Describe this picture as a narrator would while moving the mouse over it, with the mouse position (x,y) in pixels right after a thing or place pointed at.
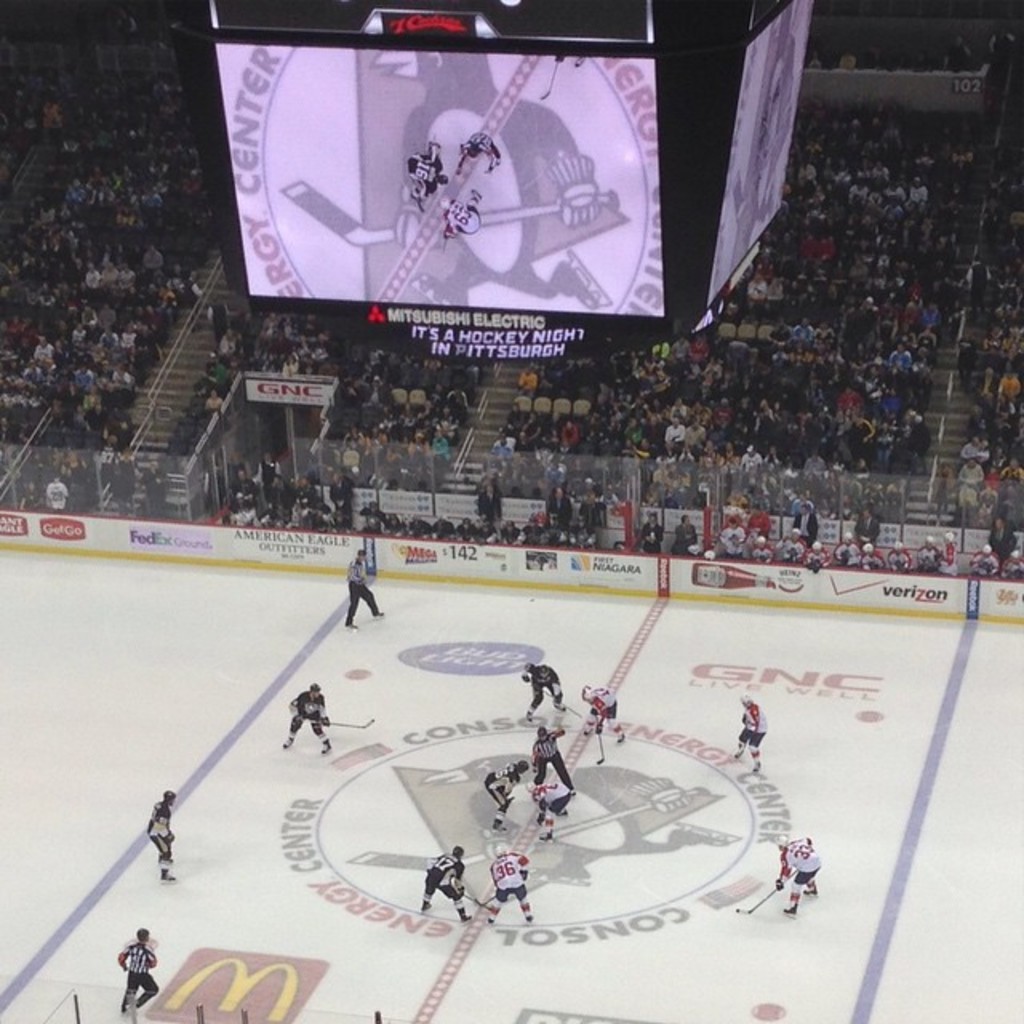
In the image I can see people (502,774) are playing a game on the floor (563,884). These people (520,886) are holding sticks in hands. In the background (730,395) I can see screens (514,269), fence (391,557), people (342,476) sitting on chairs (776,337) and steps (936,427). I can also see some logos (385,856), lines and something written on the floor (630,771).
